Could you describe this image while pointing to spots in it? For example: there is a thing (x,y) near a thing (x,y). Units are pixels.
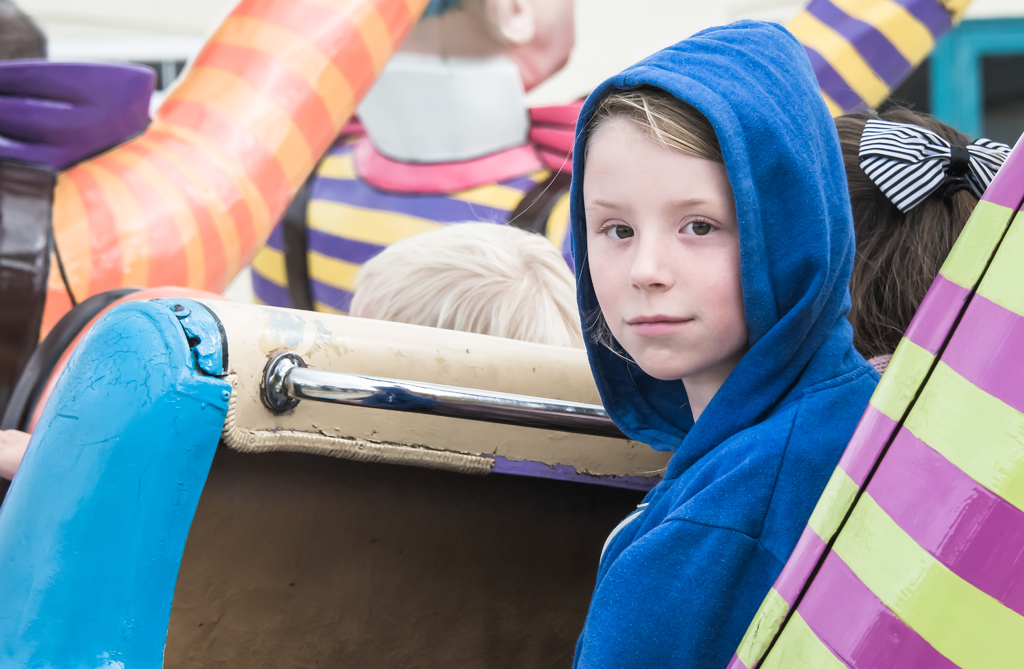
In this image we can see few persons (505,305), there are some seats (426,443), handle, a boy (729,409) is wearing a blue color sweater (758,336).
